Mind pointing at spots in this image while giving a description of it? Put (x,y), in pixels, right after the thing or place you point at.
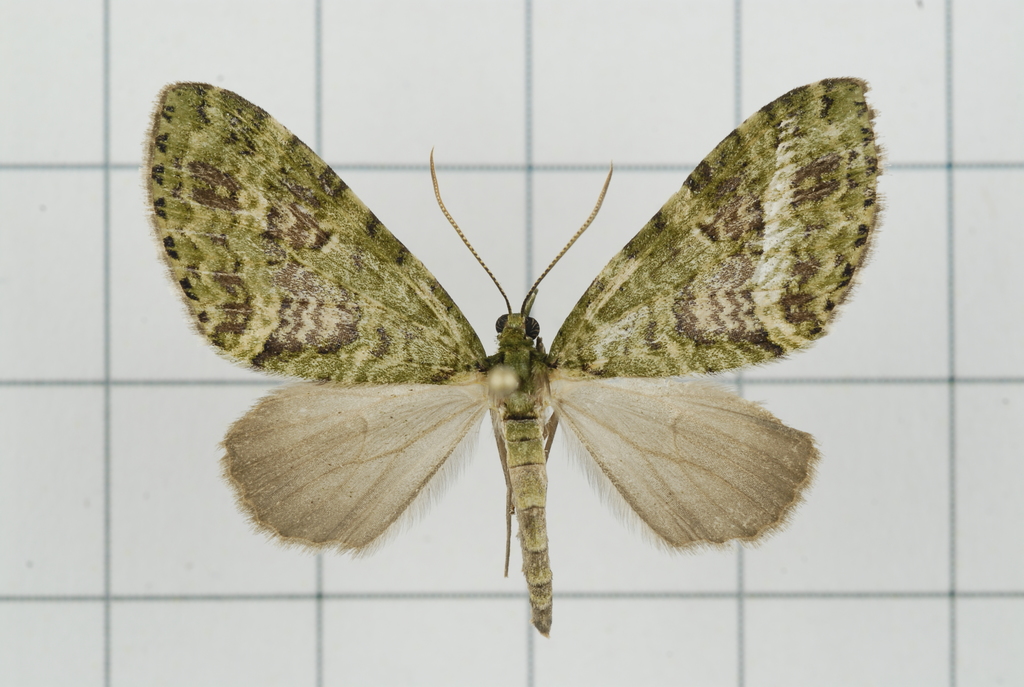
This picture shows a moth (811,121).
